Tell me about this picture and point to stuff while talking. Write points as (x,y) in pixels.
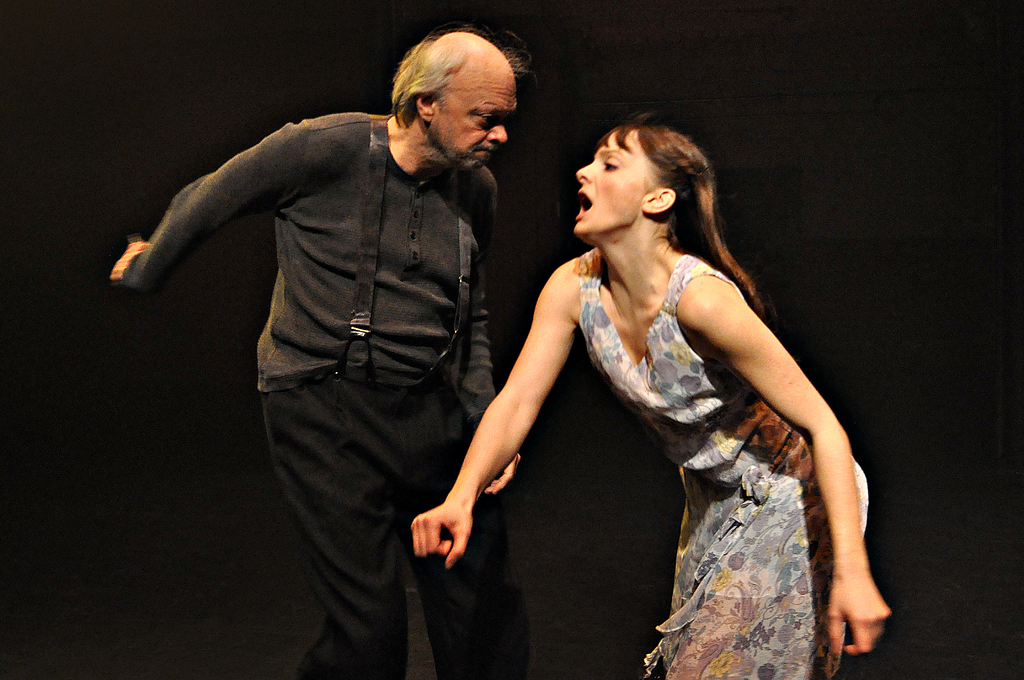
Here is the man (426,442) and woman (766,641) standing. I think they are doing a roleplay. The background (206,99) looks dark.
